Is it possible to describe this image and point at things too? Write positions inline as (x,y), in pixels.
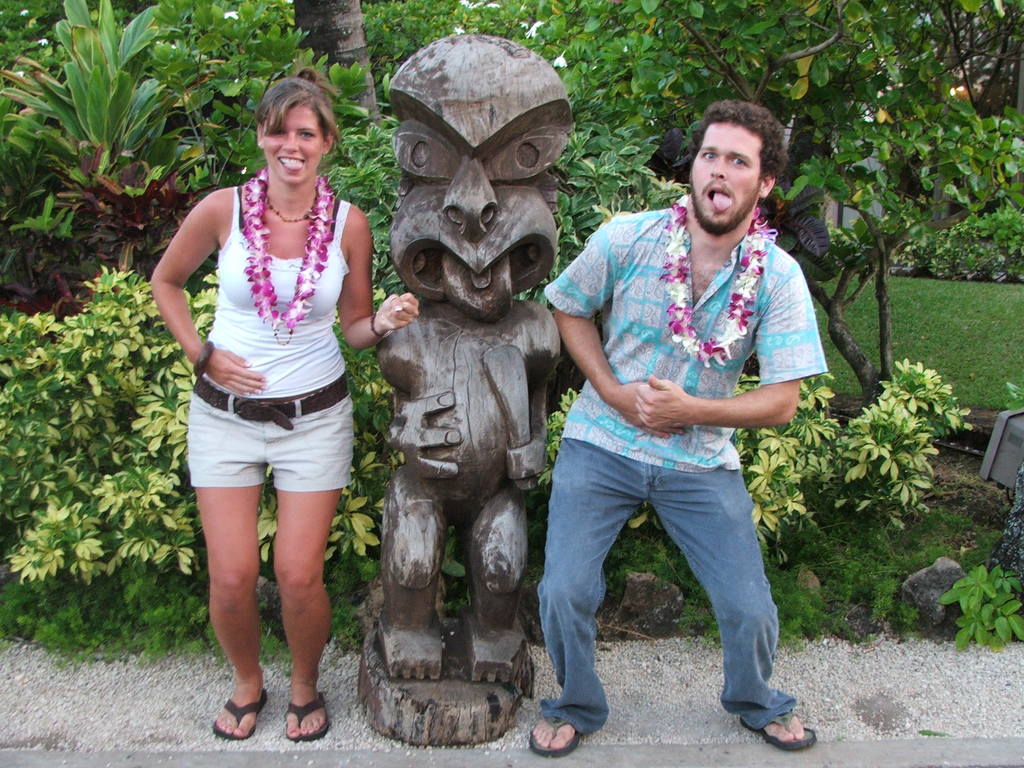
In this picture we can see a man (698,341) and a woman (319,338), there is a statue (465,334) in the middle (468,296), in the background (962,349) there are some plants (16,329), trees (1001,43) and the grass (957,330), at the bottom (912,595) there are some stones (932,587).
